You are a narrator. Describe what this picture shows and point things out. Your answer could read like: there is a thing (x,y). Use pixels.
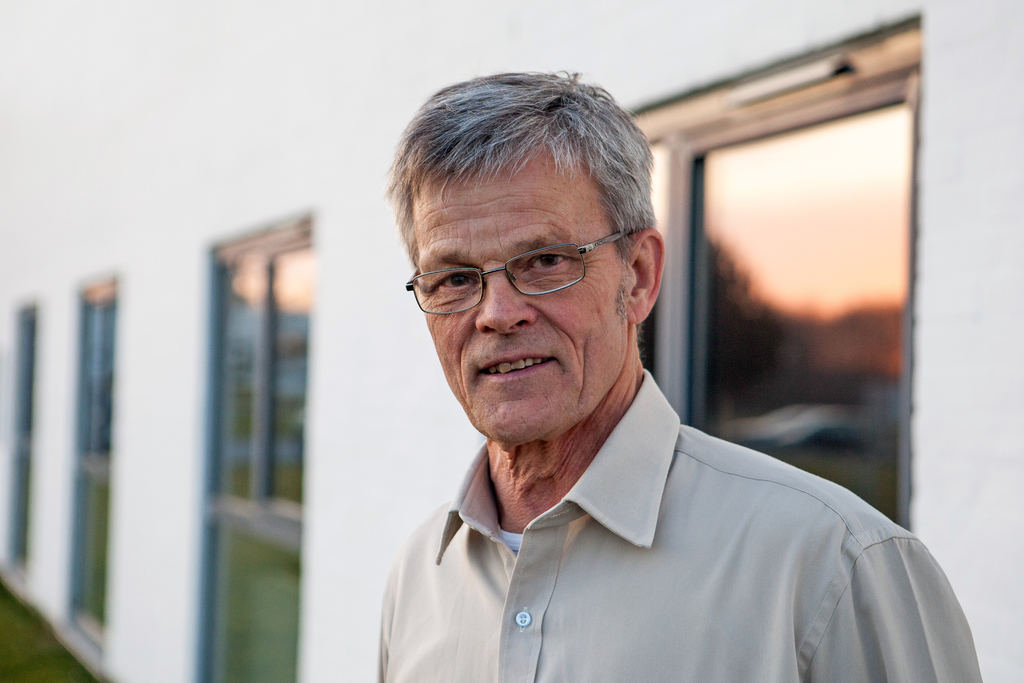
In this image, we can see an old man (643,565) is wearing glasses (554,282) and seeing. Background (322,564) we can see wall (344,398) and windows (262,605).
